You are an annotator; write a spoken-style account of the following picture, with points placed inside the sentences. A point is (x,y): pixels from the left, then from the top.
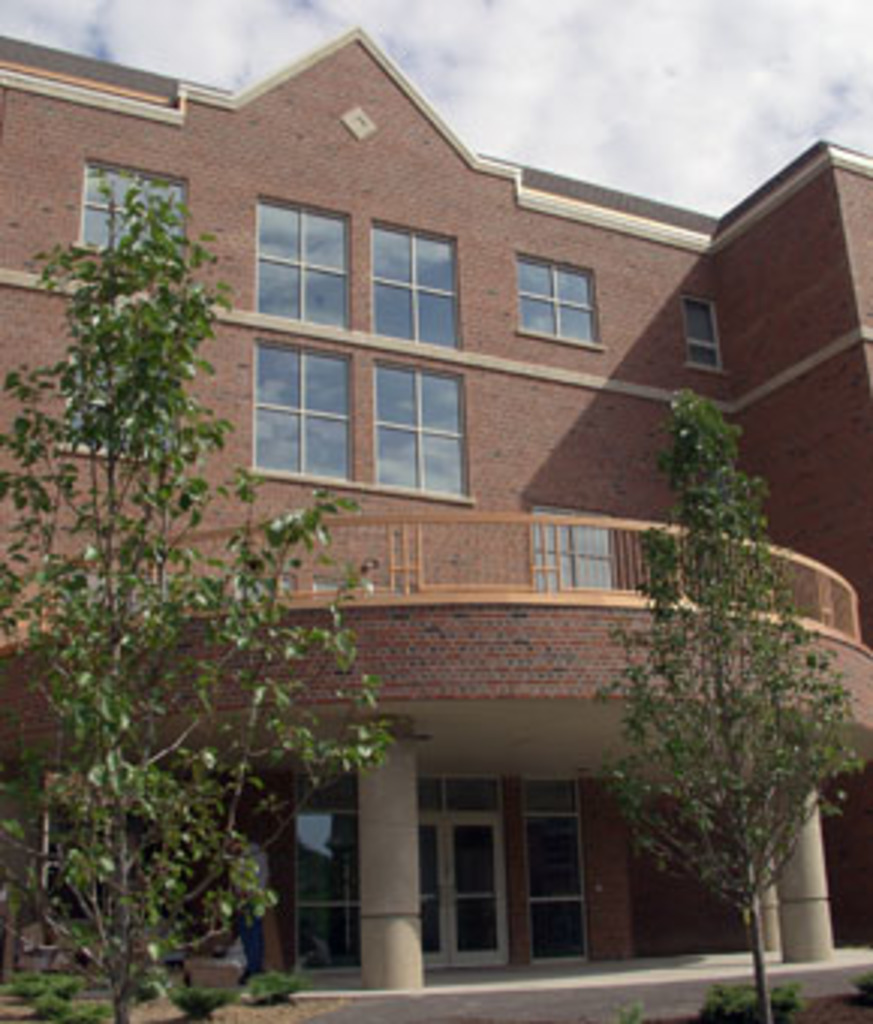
This image consists of a building (368,410) along with windows (296,828). In the front (711,837), we can see the trees (688,753). At the top (553,61), there are clouds (466,108) in the sky (513,108).
